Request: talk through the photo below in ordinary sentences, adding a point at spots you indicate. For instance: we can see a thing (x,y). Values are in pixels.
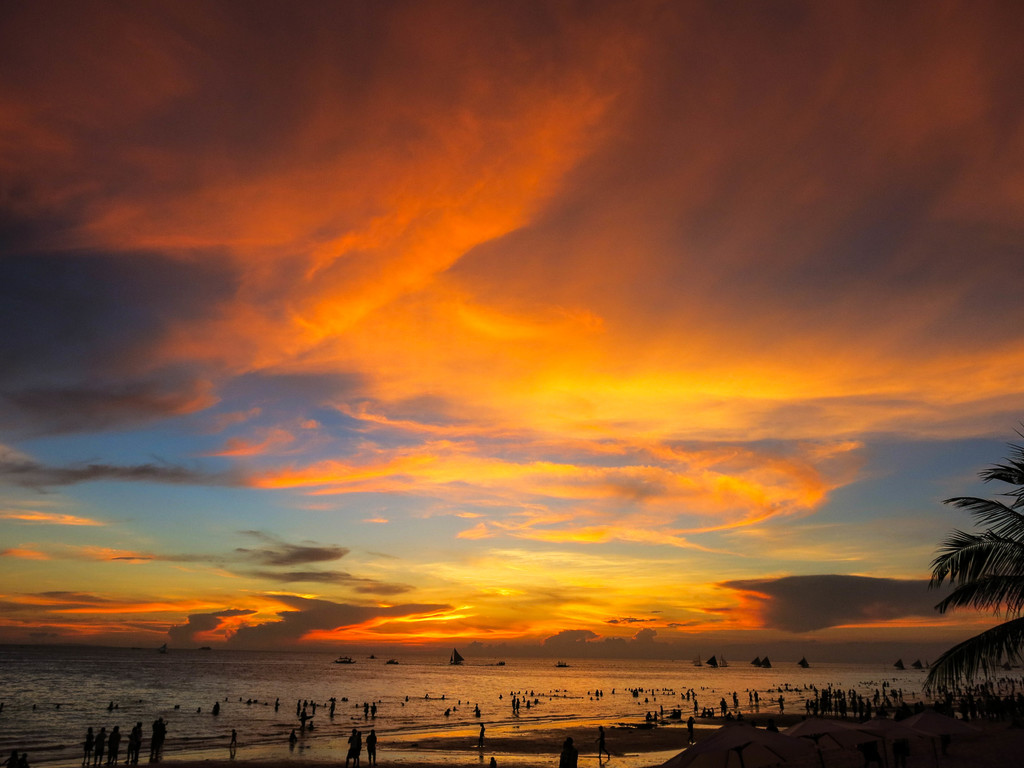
In this image we can see there are people (691,723) standing on the water (313,722) and we can see boats (770,665). And at the side, we can see a tree (976,556) and the sky (489,390).
